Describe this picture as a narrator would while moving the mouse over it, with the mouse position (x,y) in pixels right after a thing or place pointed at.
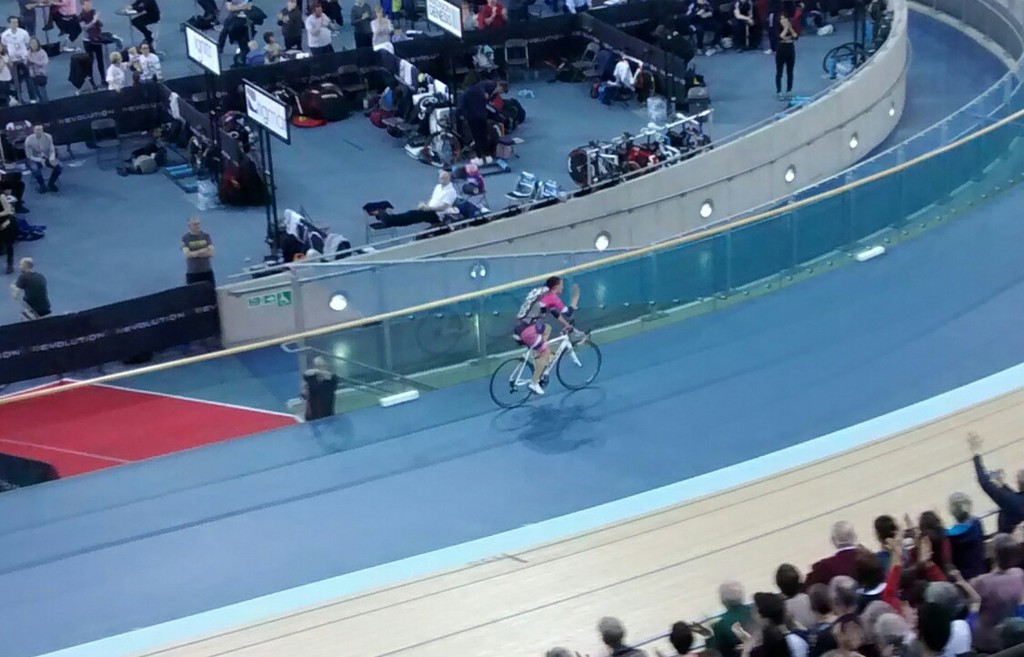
In this picture we can see a person (543,301) riding a bicycle (572,363) on the ground (339,500), fences (271,74) and a group of people (864,643) where some are standing and some are sitting and some objects (189,43).
